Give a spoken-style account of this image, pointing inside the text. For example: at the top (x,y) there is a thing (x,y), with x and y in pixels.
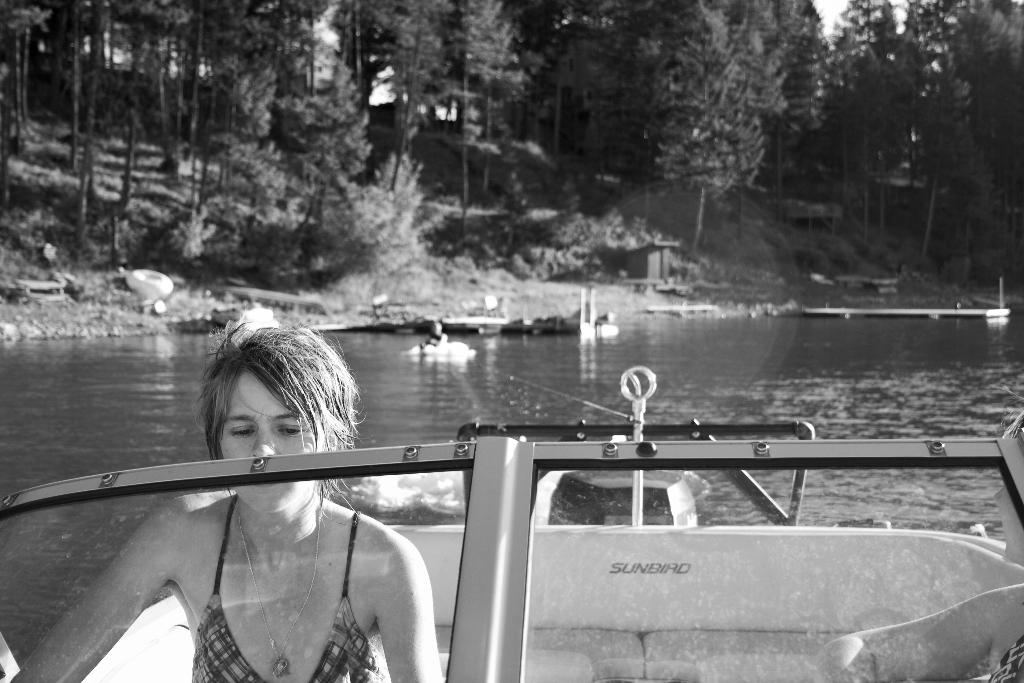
In this picture we can see a woman (278,438) on a boat (548,560) and at the back of her we can see a person (440,333), water (644,388) and some objects (473,319) and in the background (562,44) we can see trees (458,79).
